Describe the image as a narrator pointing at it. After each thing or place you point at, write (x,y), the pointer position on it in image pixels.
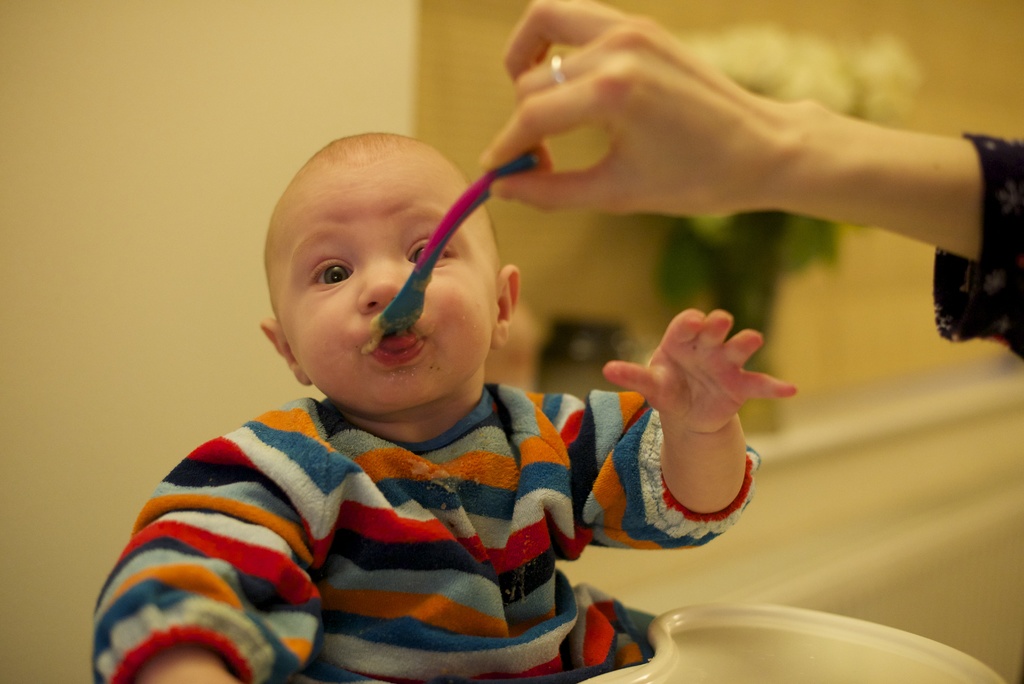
In the image I can see a child (463,469) is eating food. I can also see a spoon (459,213) in a person's (681,175) hand (804,168). In the background (219,380) I can see a wall (193,116) and some other objects (689,291). The background of the image (193,75) is blurred.
